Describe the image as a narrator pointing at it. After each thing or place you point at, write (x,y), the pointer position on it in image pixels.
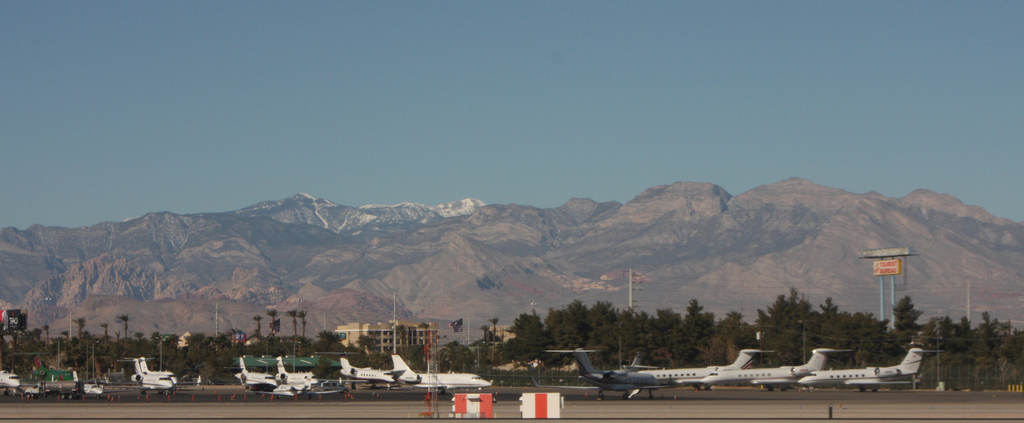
We can see airplanes (888,372) on the road (241,396), barricades (480,412) and pole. In the background (90,363) we can see trees (911,307), buildings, poles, board (893,273) on poles (893,300), mountain (324,236) and sky (491,93) in blue color.
